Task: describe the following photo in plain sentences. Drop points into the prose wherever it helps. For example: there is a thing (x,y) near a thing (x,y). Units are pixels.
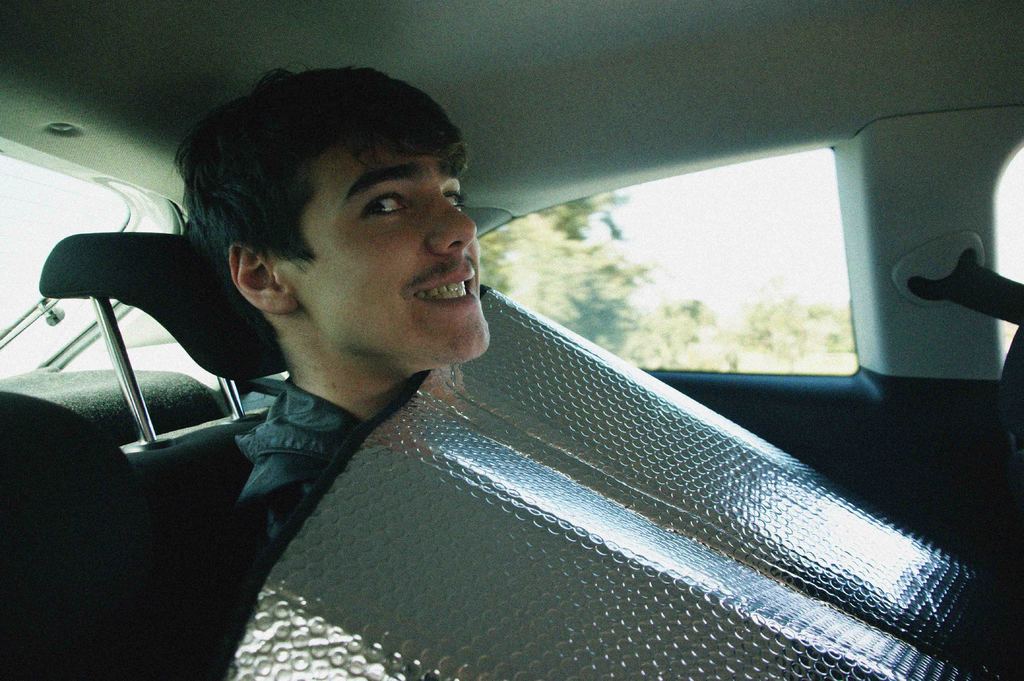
This picture is clicked inside the vehicle (239,466). In the center (375,341) we can see a man (315,333) sitting on the seat (138,505) and we can see an object (706,497). In the background (779,180) we can see the window (745,210) and through the window (732,298) we can see the outside view (686,282).
